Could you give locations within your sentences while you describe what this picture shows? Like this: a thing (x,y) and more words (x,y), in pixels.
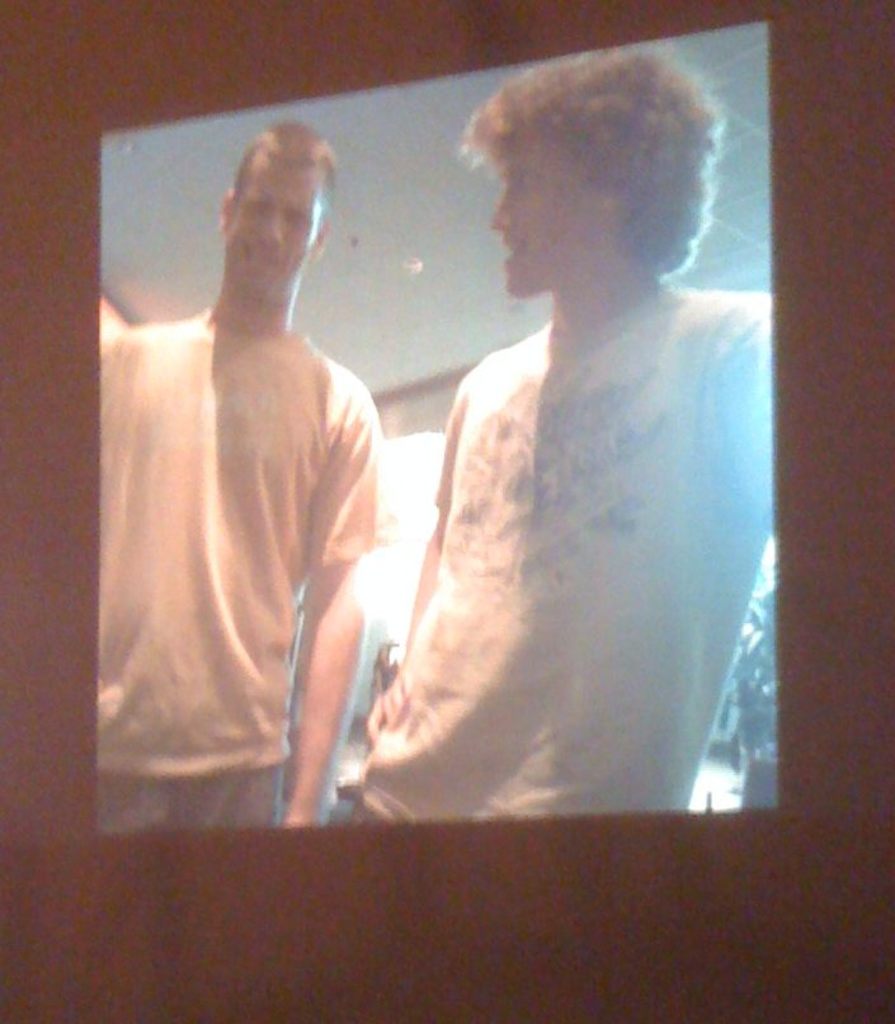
In this picture, we see two men (471,560) are standing. Both of them are talking to each other and they are smiling. At the top (351,197), we see the ceiling (418,205) of the room (156,277). In the background (35,69), it is reddish-brown in color. This might be the projector screen (637,489) which is displaying the movie (591,459).
